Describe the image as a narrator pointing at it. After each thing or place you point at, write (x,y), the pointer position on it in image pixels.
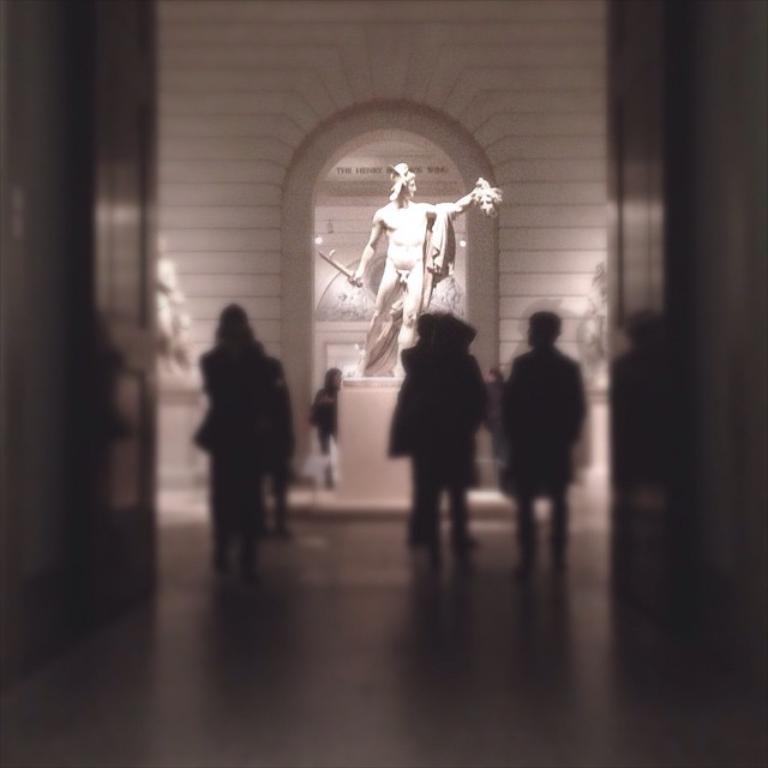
In this image there are people (223,442) standing on a floor (303,619) and it is blurred, in the background (418,225) there is a statue (399,332), behind the statue (416,236) there is a wall (550,172).
